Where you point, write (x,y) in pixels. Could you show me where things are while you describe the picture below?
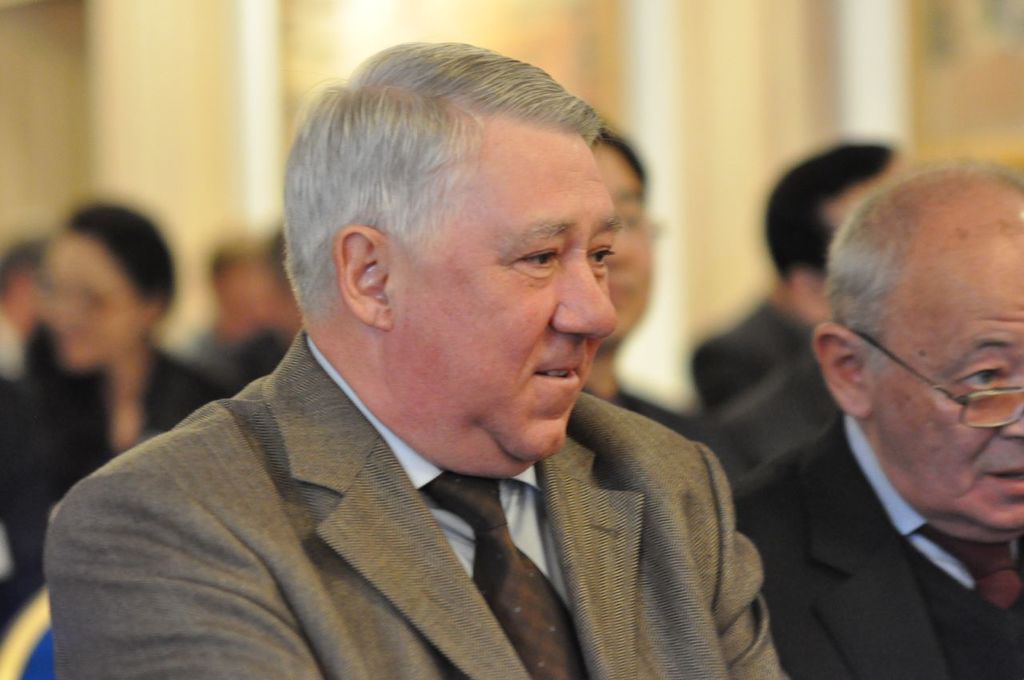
In this image in the foreground (668,443) there are two persons (664,443) and in the background (824,293) there are a group of people (28,494), and the background (703,270) looks like a wall (742,89).
